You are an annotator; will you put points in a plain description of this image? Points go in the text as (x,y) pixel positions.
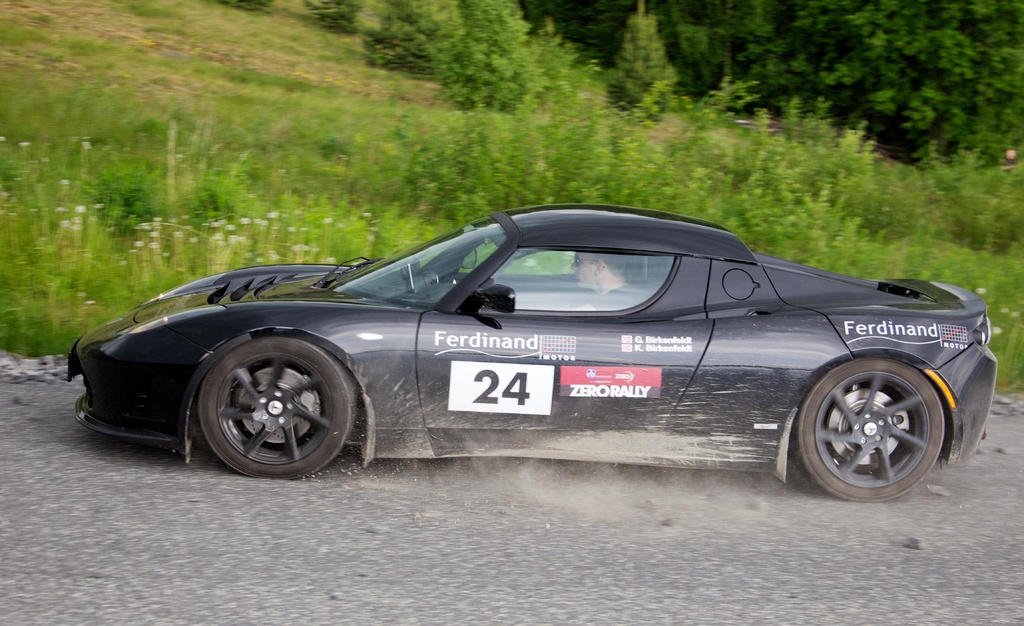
This picture is clicked outside. In the center (585,375) there is a person (583,274) riding a black color car (595,355). In the background (300,175) we can see the plants (430,127), grass (223,115) and the trees (604,59).
